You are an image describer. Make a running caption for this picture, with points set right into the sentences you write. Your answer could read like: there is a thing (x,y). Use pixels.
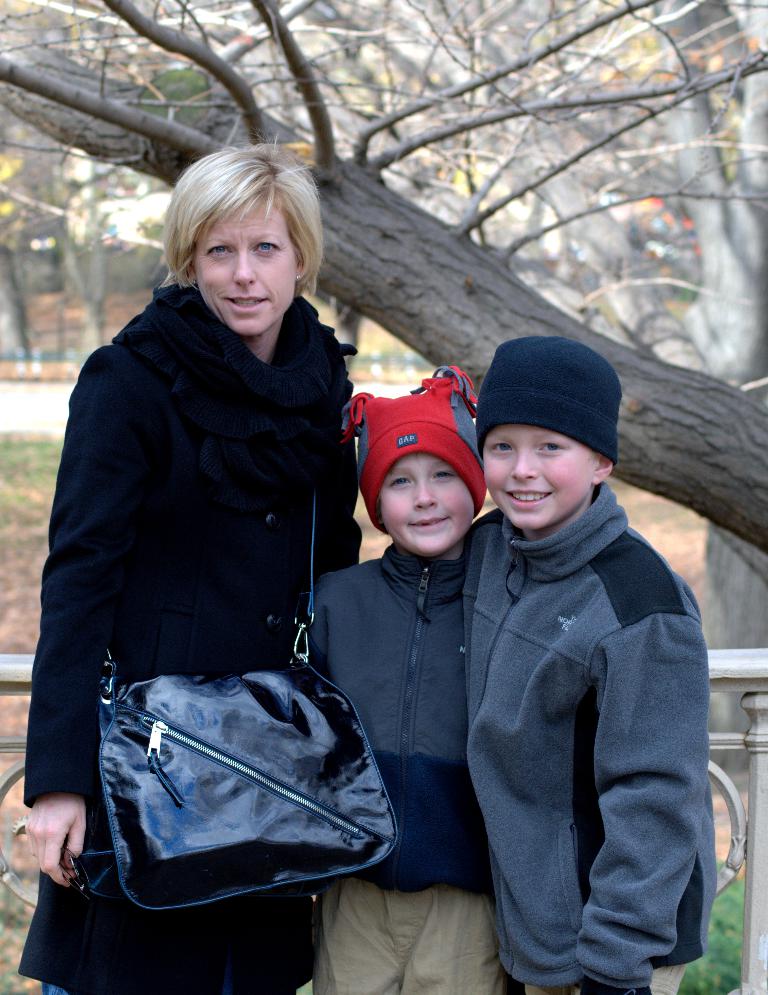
In this image i can see two kids (426,588) and a woman (234,551), woman (238,670) wearing handbag (233,729), at the background (358,287) i can see a tree (395,285), a road (64,386).
